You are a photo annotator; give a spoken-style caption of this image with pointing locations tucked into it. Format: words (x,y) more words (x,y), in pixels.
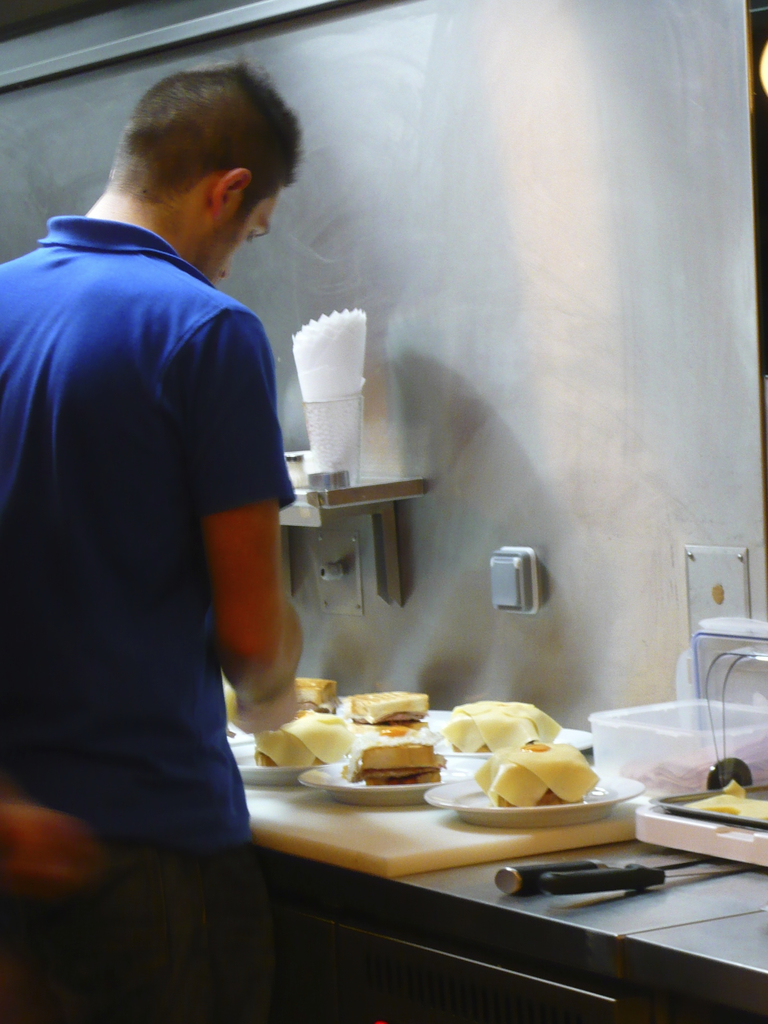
In this picture I can see there is a man (229,407) standing and there is a table (666,941) in front of him. There are few objects (347,393), a glass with tissues (311,343), a knife (657,876) and a tray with food (430,778) served on the plates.
